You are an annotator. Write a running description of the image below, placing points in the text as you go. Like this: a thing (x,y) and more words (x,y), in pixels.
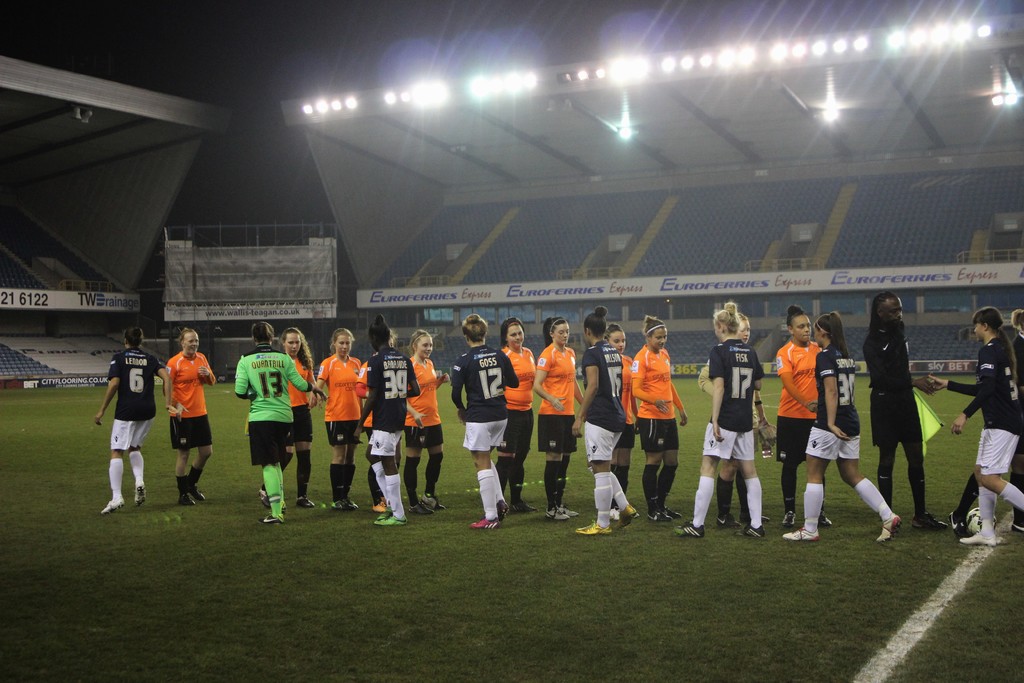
In the center of the image (532,421) there are people (374,461). At the bottom of the image (391,615) there is grass (349,630). In the background of the image (503,220) there are stands (477,203). At the top of the image (600,75) there are lights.
